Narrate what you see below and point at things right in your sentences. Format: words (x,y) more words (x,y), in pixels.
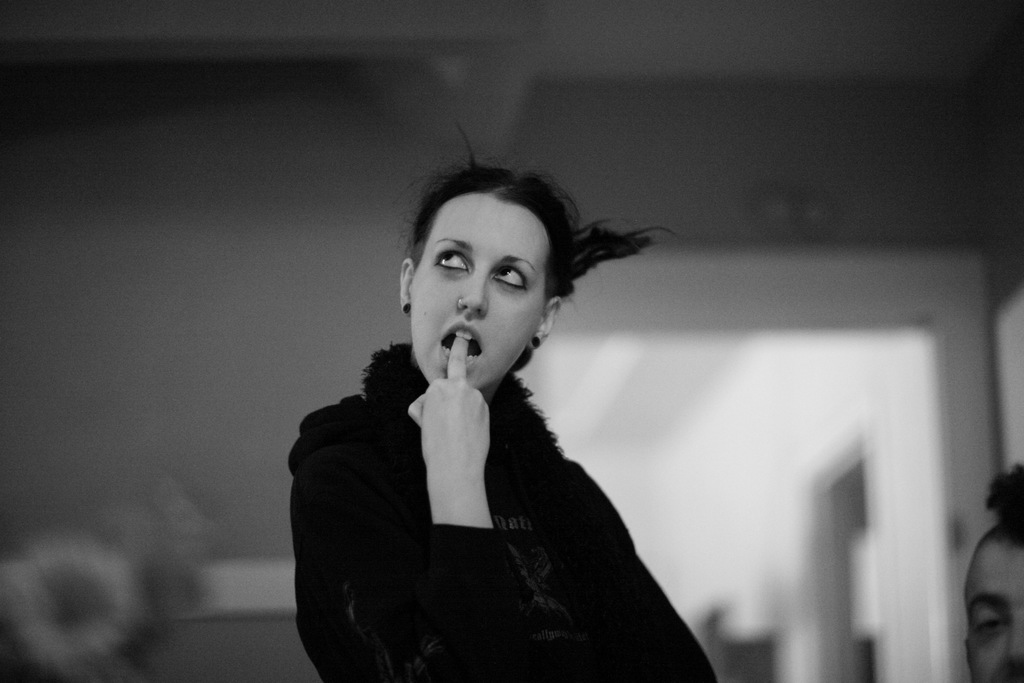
In this image there are two people (505,458) inside a building (882,460).
